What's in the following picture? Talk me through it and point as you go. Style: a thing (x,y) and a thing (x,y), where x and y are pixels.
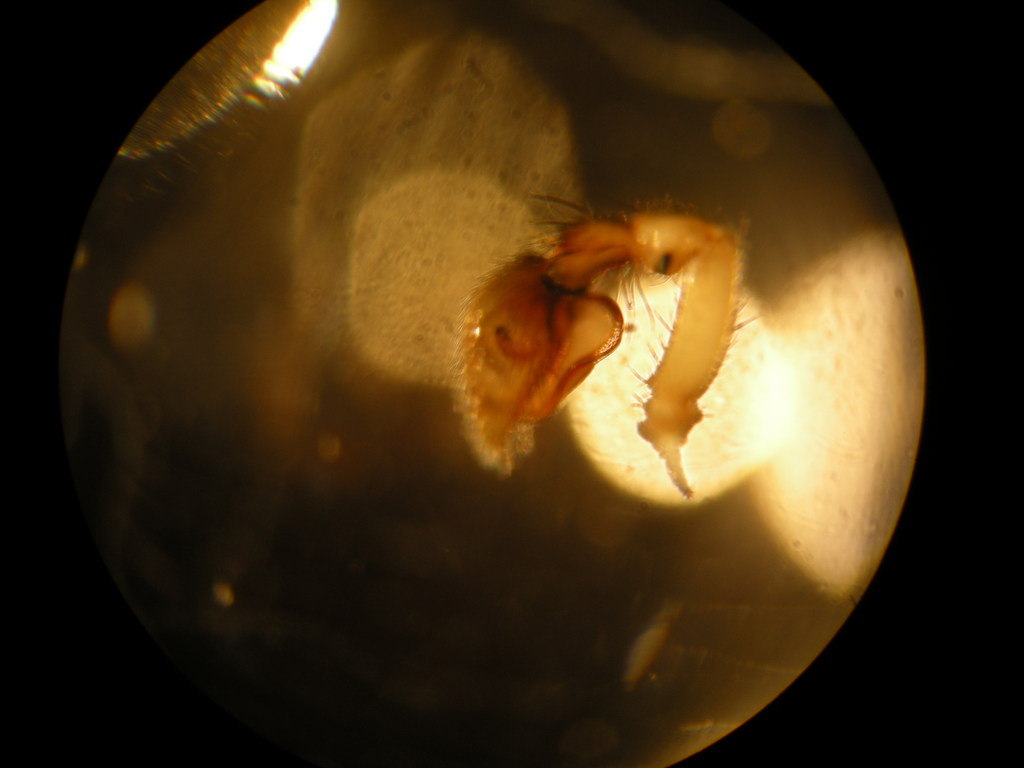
In this image, it seems like an insect (572,357) in the foreground area (498,416) and there is light (597,451) in the background (597,451).
